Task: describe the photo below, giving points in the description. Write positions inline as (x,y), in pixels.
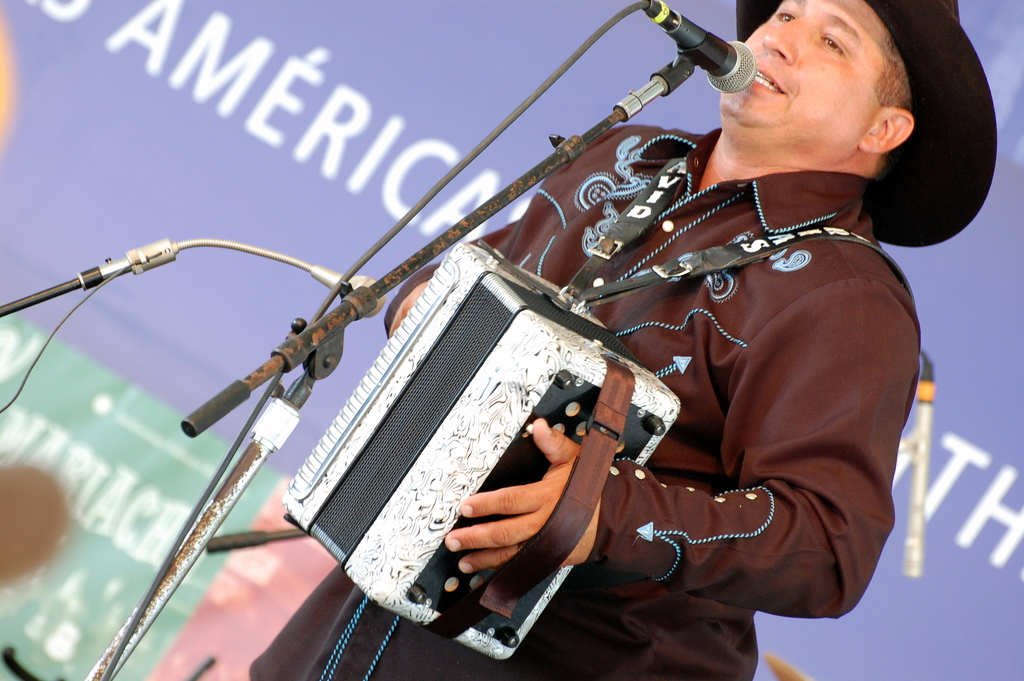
In this picture I can see there is a person (725,604) standing and he is holding an accordion (470,392) in his hand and he is singing, he is wearing a hat (979,119) and a shirt (716,392). There is a microphone (708,40) in front of him and there is a microphone stand (342,319). There is a purple color banner (161,376) in the background (167,222).
